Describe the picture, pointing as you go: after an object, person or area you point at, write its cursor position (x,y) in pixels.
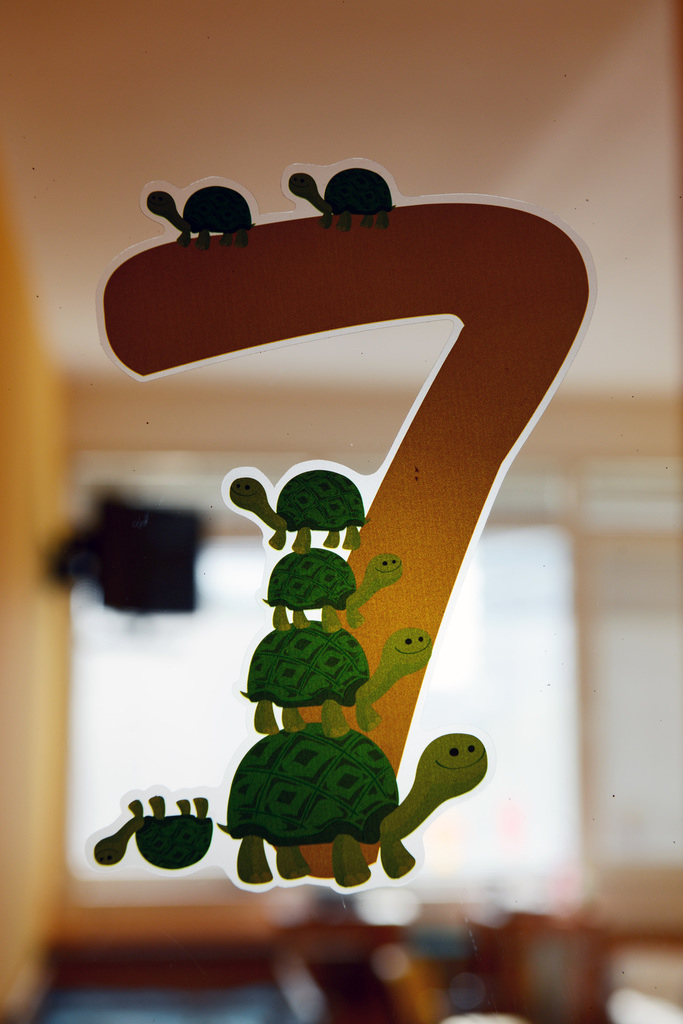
In this image we can see a seven number sticker (413,635) on which group of turtles (344,490) are designed.
